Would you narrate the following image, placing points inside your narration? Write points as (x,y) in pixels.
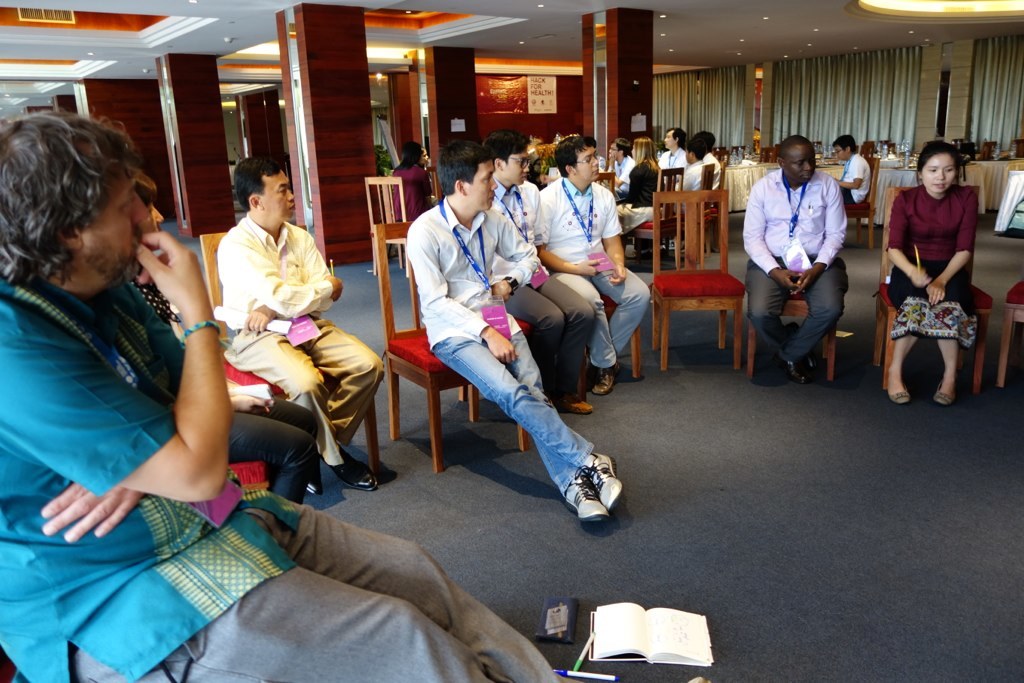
In this picture we can see persons (536,293) sitting on chairs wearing badges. On the floor (668,580) we can see book (645,644), pens (583,675). On the background (839,97) we can see curtains (730,104), poster (550,109) over a wall (564,102). At the top (525,39) we can see ceiling (464,44) and lights (422,48). These are pillars (395,116).
